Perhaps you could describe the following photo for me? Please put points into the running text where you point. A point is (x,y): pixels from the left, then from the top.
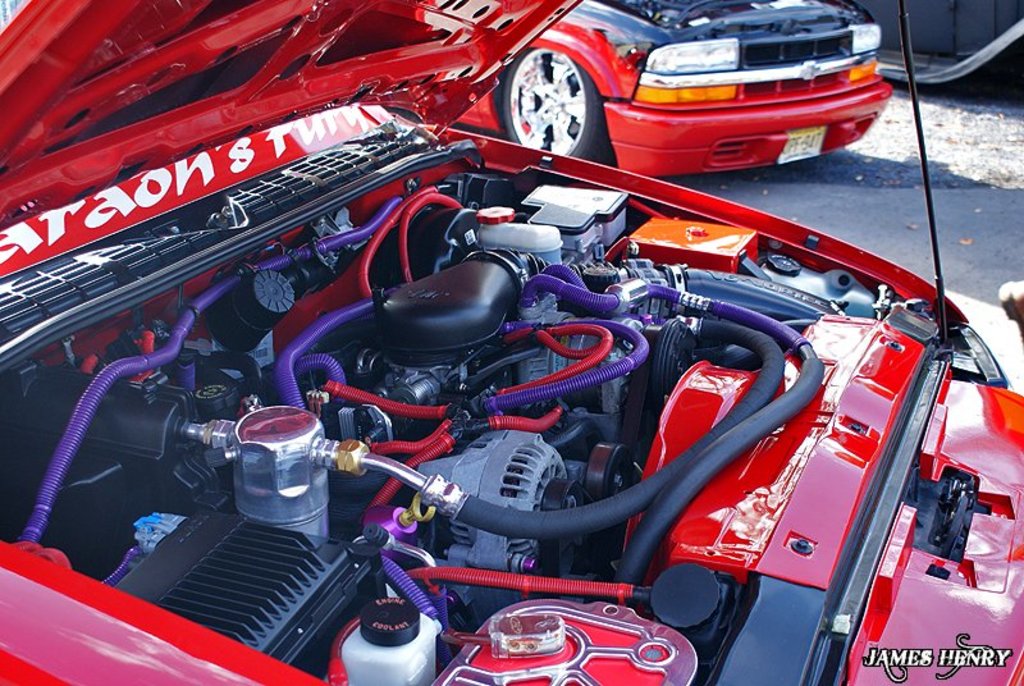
Front we can see car engine parts (339,477). Far there is another red vehicle (641,62). Right side (1005,659) bottom of the image (990,664) there is a watermark (936,673).
